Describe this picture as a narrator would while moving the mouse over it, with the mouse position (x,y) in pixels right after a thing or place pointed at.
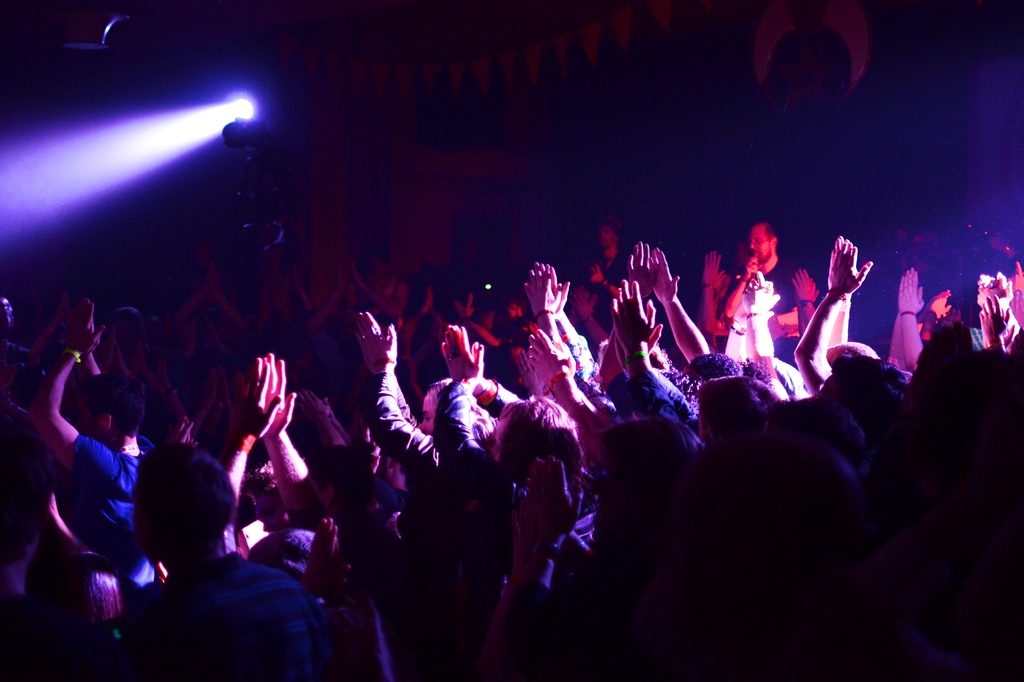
In this image we can see few people (552,365) clapping hands (626,302) and a light (222,110) near the persons (5,394).
